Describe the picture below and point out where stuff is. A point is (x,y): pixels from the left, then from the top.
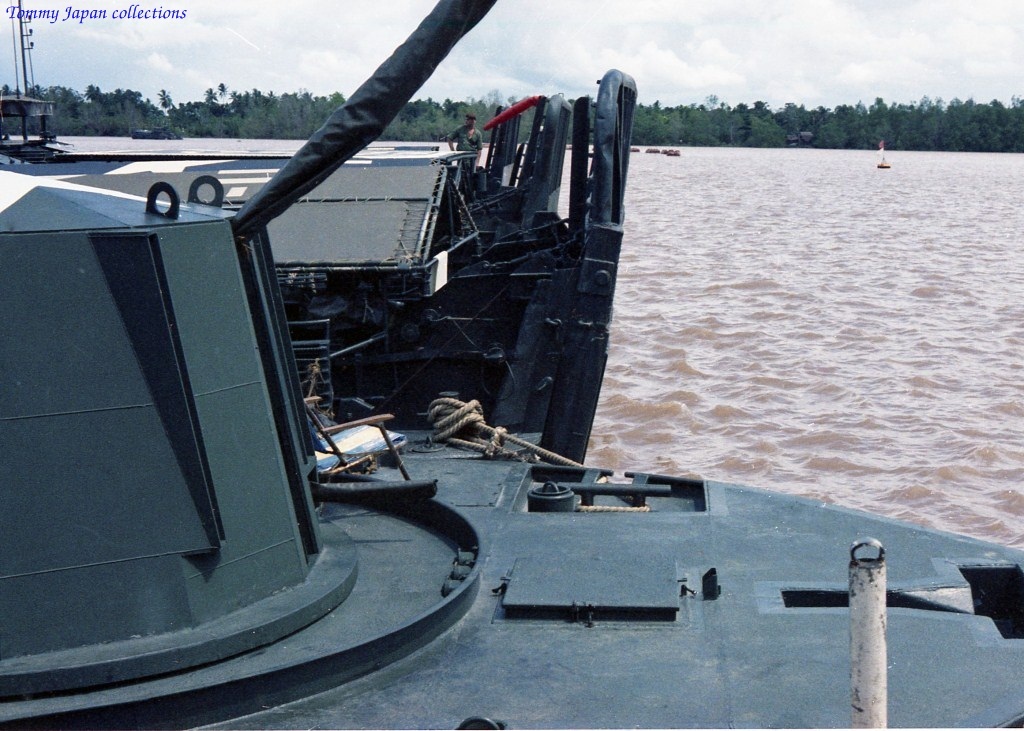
In this picture we can see a ship (220,628) with a man (472,118) standing, pole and some objects (530,228) on it, boat (548,214) on water (775,250), trees (669,110) and in the background (637,41) we can see the sky (637,41) with clouds (671,41).
